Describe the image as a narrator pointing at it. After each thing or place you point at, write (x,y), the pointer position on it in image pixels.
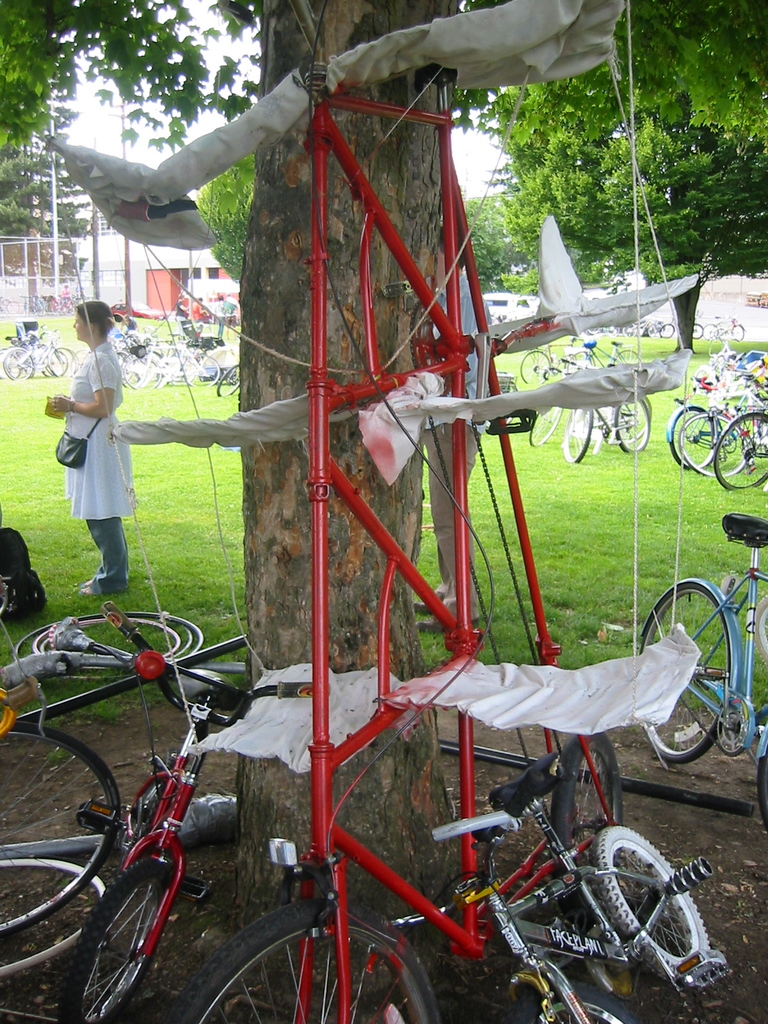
In this image there is a tree (337,508) around the tree (391,855) there are cycles (143,846), in the background (205,497) there is a garden (653,400), in that garden (193,411) there are cycles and trees (616,210), beside the tree (252,544) a women (114,451) is standing.
